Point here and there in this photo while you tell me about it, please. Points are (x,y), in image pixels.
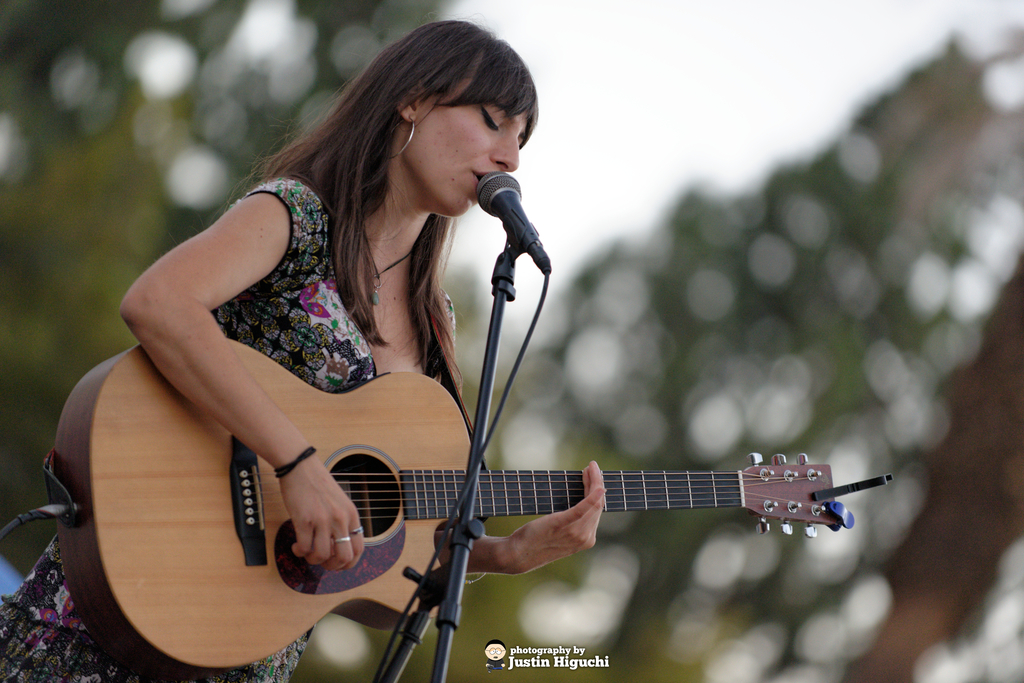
A woman (475,74) is singing with a mic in front of her while playing guitar (724,473).
